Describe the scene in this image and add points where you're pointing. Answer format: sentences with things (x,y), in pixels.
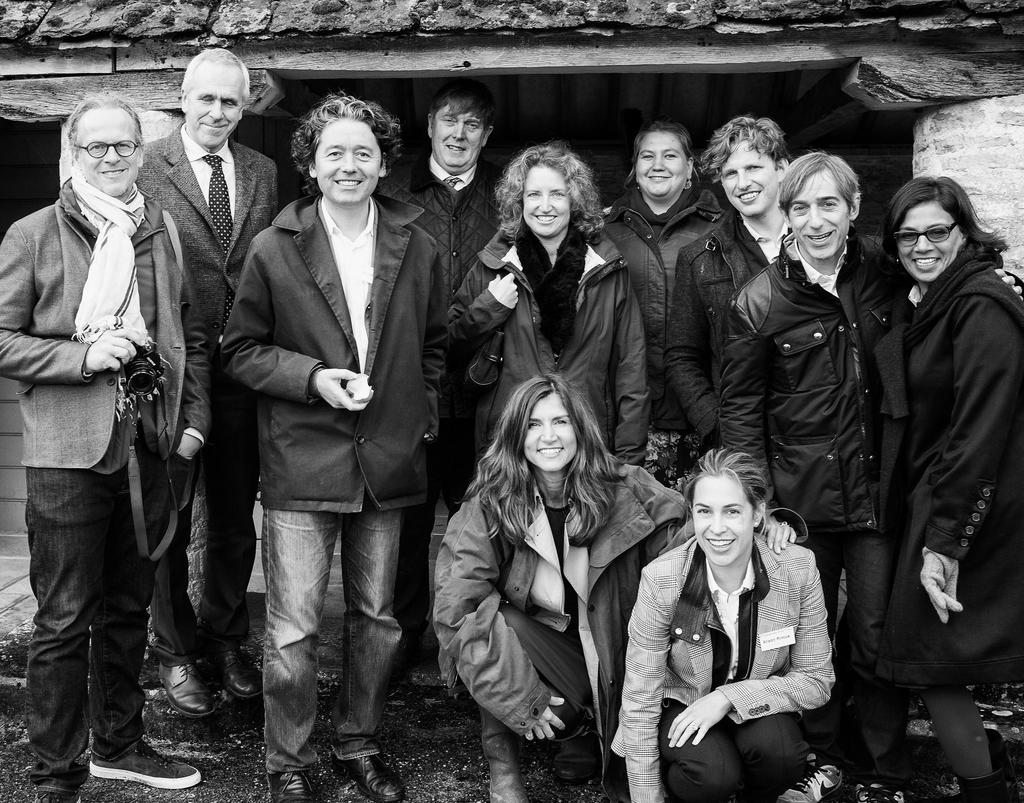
In this image there are group of persons (620,309), there are persons (760,745) truncated towards the bottom of the image (104,536), there is a person (112,500) truncated towards the left of the image (94,492), there is a person (960,447) truncated towards the right of the image (935,472), there are persons (394,384) holding an object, at the background of the image (969,126) there is the wall (957,139) truncated.
